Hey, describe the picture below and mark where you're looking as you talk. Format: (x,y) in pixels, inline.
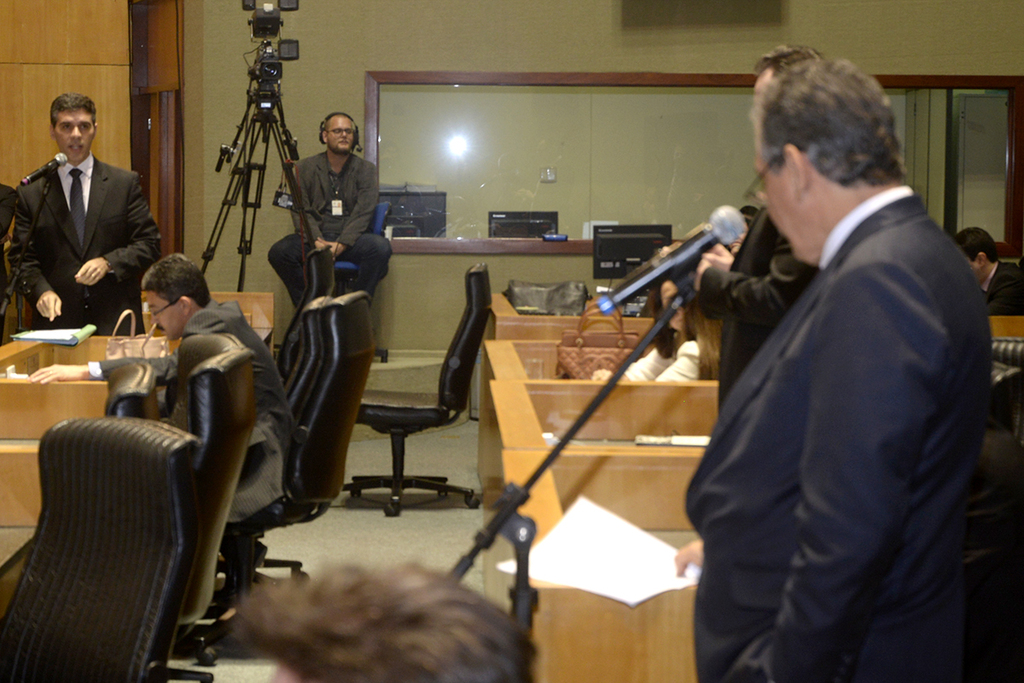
This image is taken inside a room (747,60). There are few people (870,526) in this room (135,160). In the left side of the image (69,209) a man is sitting on a chair (258,524) and a man (80,297) is standing in front of mic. In the right side of the image (873,669) a man (761,653) is standing and holding a paper (658,577) in his hand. At the bottom of the image (382,513) there is a floor (366,531) with mat (431,522). In the middle of the image (365,257) a man (351,199) is sitting on a chair (346,263) in front of camera (275,106).
